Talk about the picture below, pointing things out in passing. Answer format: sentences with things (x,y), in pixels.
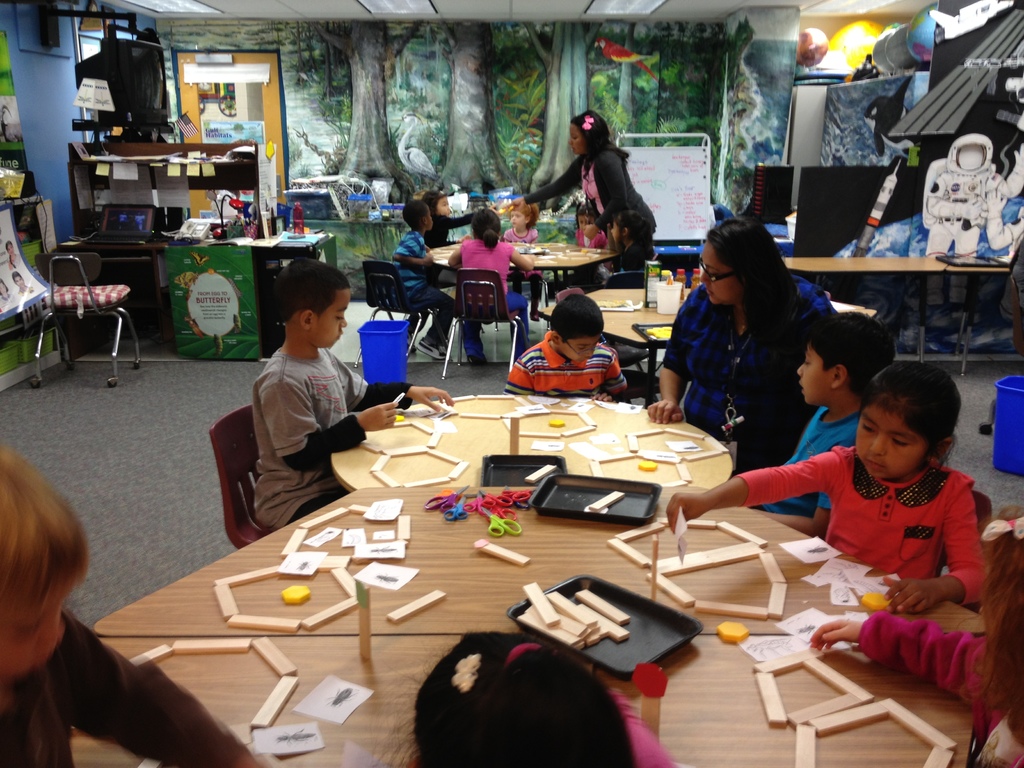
In this image we can see few children (956,488) are sitting on the chairs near the table (325,581). On the table (429,648) we can see few things (458,509) like scissors (445,501), trays (554,504), papers (815,572) and etc. In the background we can see a wall (473,140) with a painting (423,175).
